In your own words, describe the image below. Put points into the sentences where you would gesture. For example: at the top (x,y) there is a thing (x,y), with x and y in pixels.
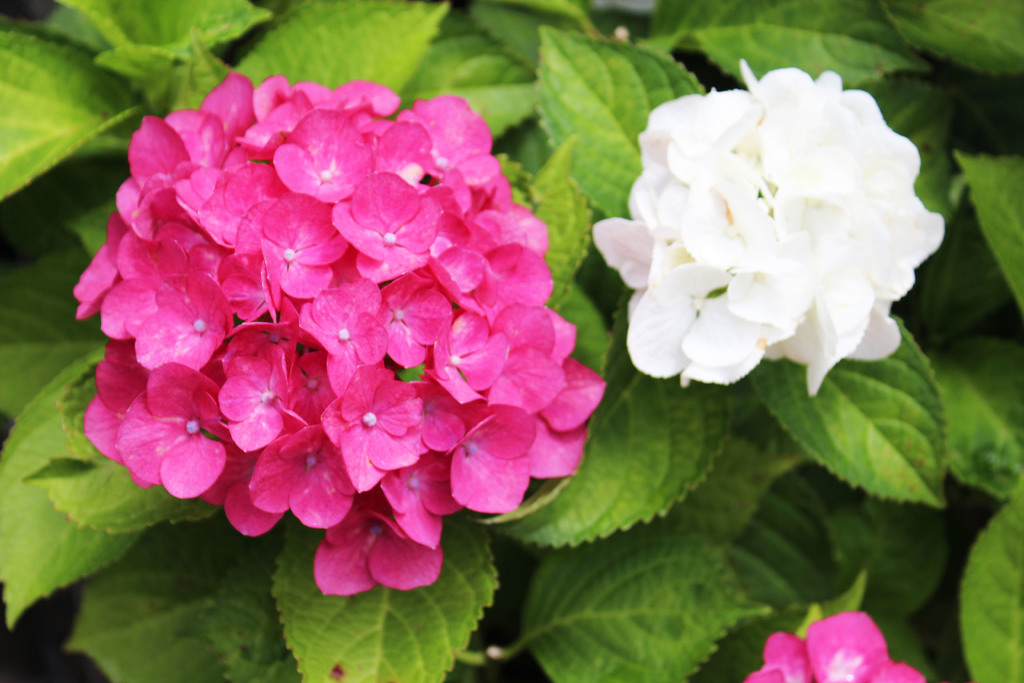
In this image we can see flowers (780,248) and there are leaves (657,504).
